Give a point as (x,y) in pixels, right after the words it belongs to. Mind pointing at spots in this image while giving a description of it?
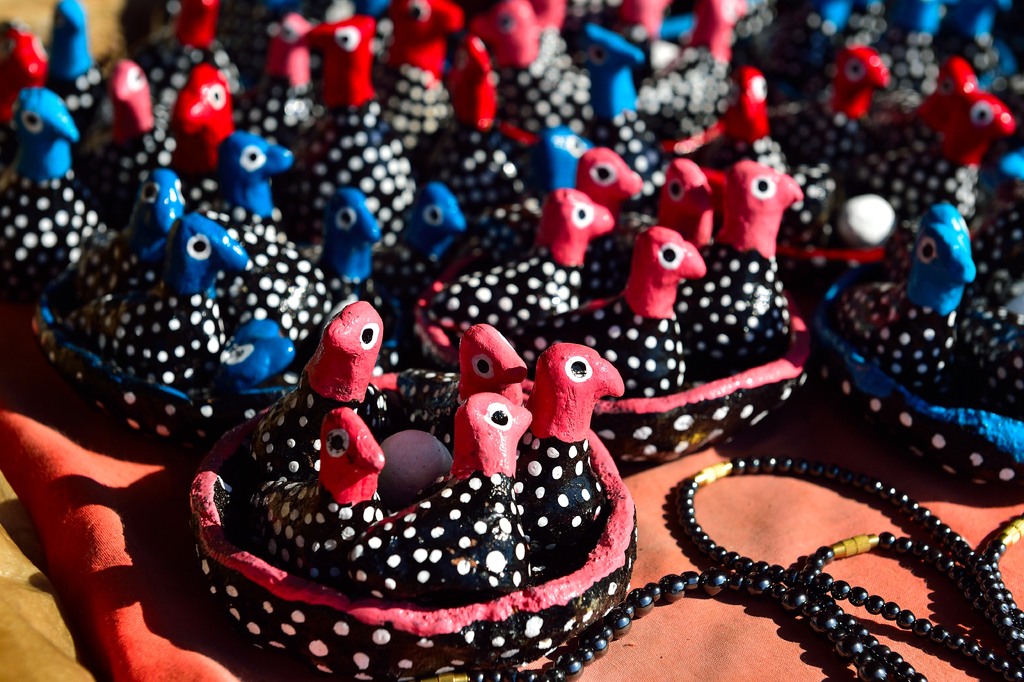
In this picture we can see toys (988,457) and there are pearls (1019,639).
